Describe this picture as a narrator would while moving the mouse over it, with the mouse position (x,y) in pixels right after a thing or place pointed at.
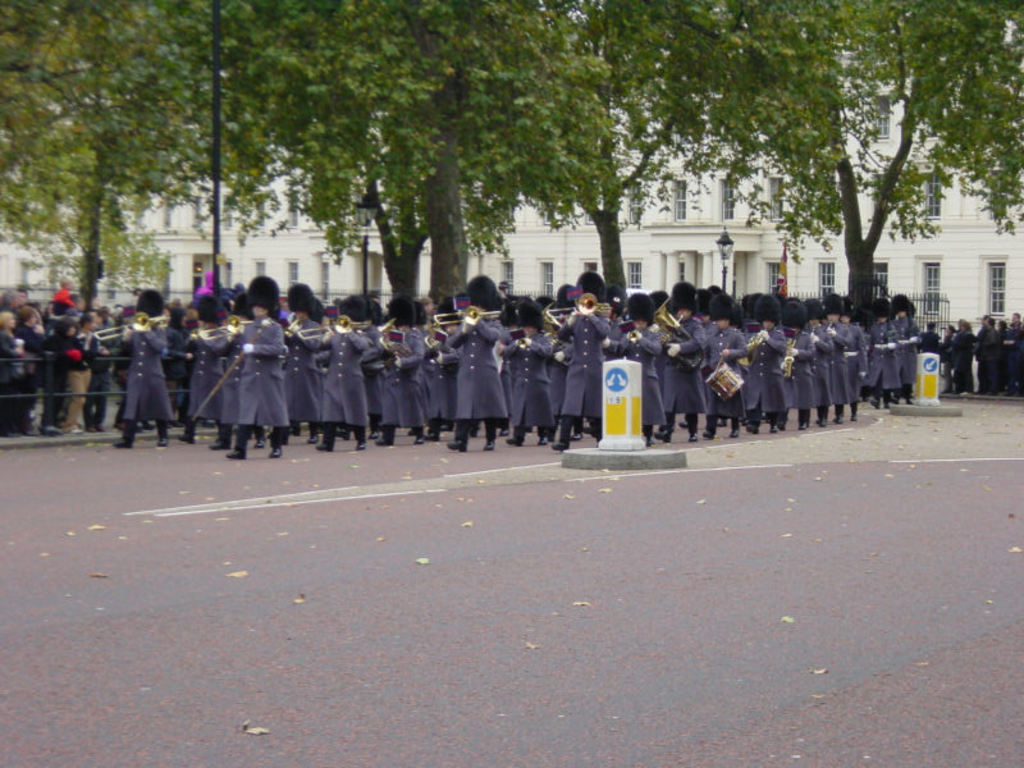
People (432,383) are present playing musical instruments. There is a black fence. Other people (33,371) are standing. There are trees (212,16) and pole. There are white buildings (674,241) at the back (956,266).
